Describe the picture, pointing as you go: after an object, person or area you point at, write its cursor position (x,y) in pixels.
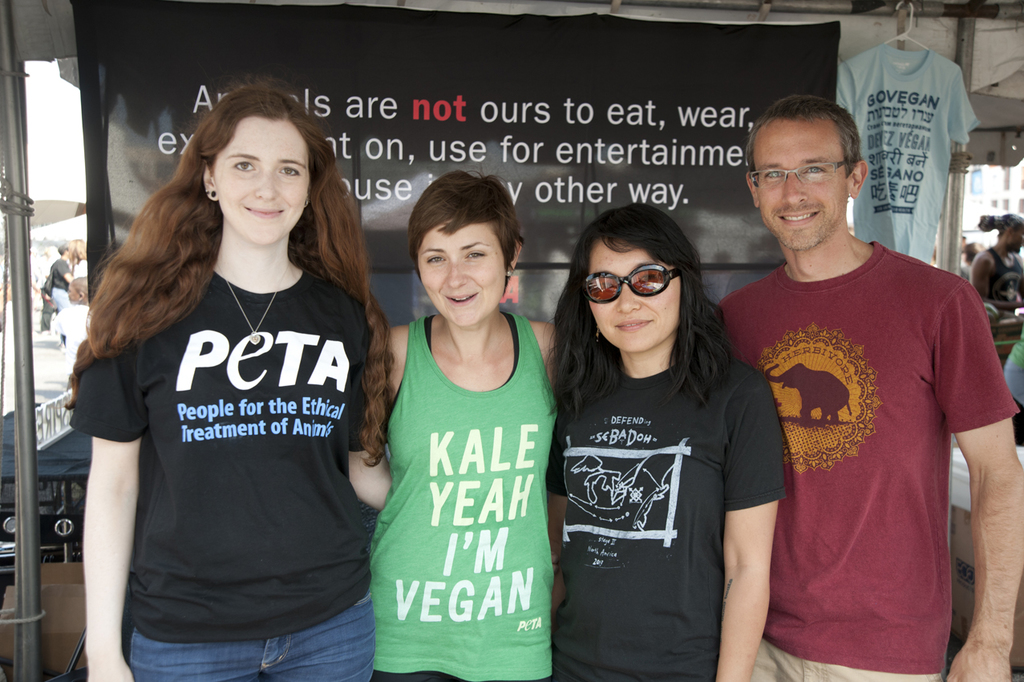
There are three women (447,372) and a man (790,456) standing and behind them we can see a banner (404,140) and a t-shirt (915,109) hanging to a pole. On the left side (62,243) we can see few persons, sky (65,175) and other objects (73,236) and on the right side (1002,212) we can see few persons (1007,218) and a building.
